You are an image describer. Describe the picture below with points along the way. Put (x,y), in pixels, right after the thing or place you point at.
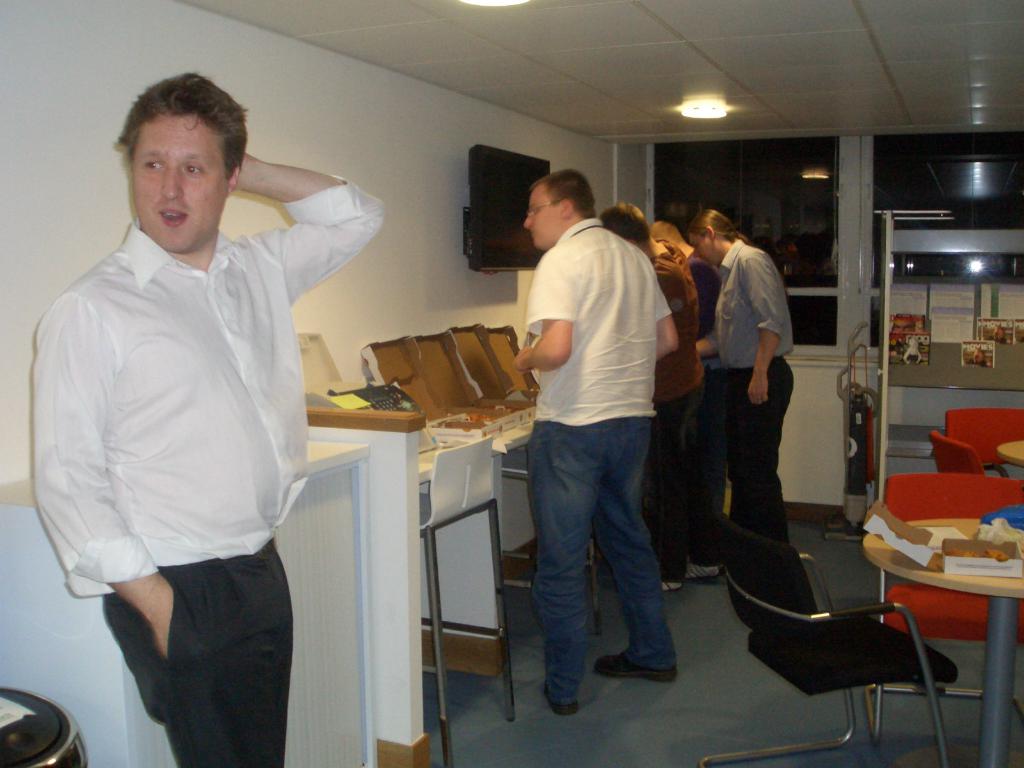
In this image there are group of people (684,345) who are standing and in the center (396,377) there is one table (416,437) and on the table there are some boxes (436,360) and on the right side (880,654) there is one chair (817,641) and table (998,586) is there. On the top (712,95) there is ceiling (484,30) and lights (495,2) are there. On the left side (94,91) there is wall (454,171) on that wall (357,304) there is one television (501,178), on the background (779,162) there is one glass door (804,192).
